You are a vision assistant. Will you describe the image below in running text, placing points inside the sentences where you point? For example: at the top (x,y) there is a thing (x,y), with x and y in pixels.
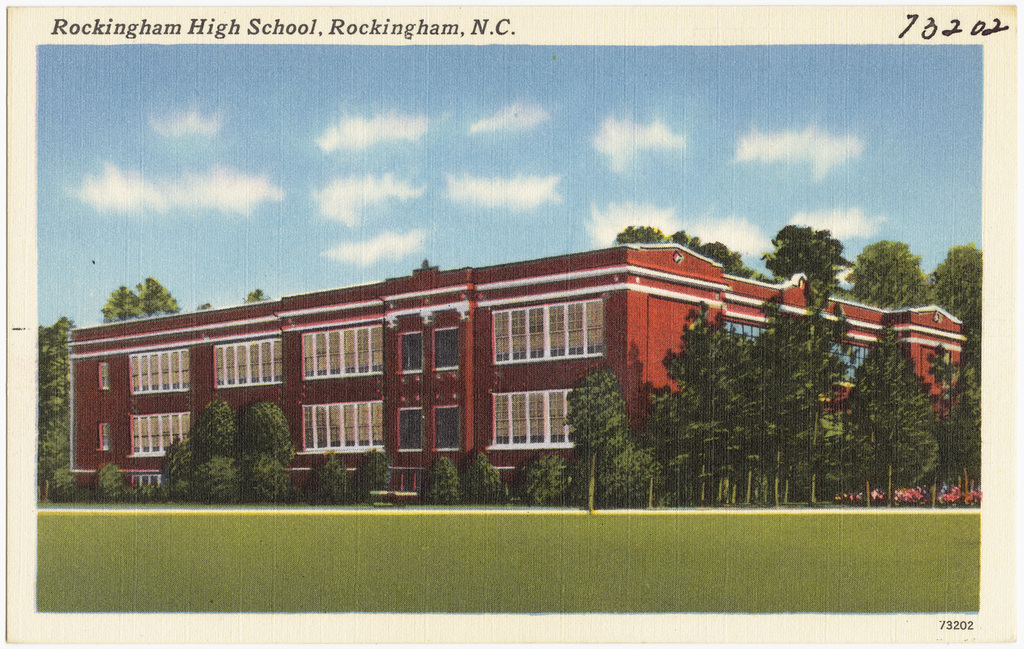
In this image we can see a picture. In the picture there are building (389,359), trees (738,364), ground (775,536), road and sky (405,140) with clouds (363,207).
